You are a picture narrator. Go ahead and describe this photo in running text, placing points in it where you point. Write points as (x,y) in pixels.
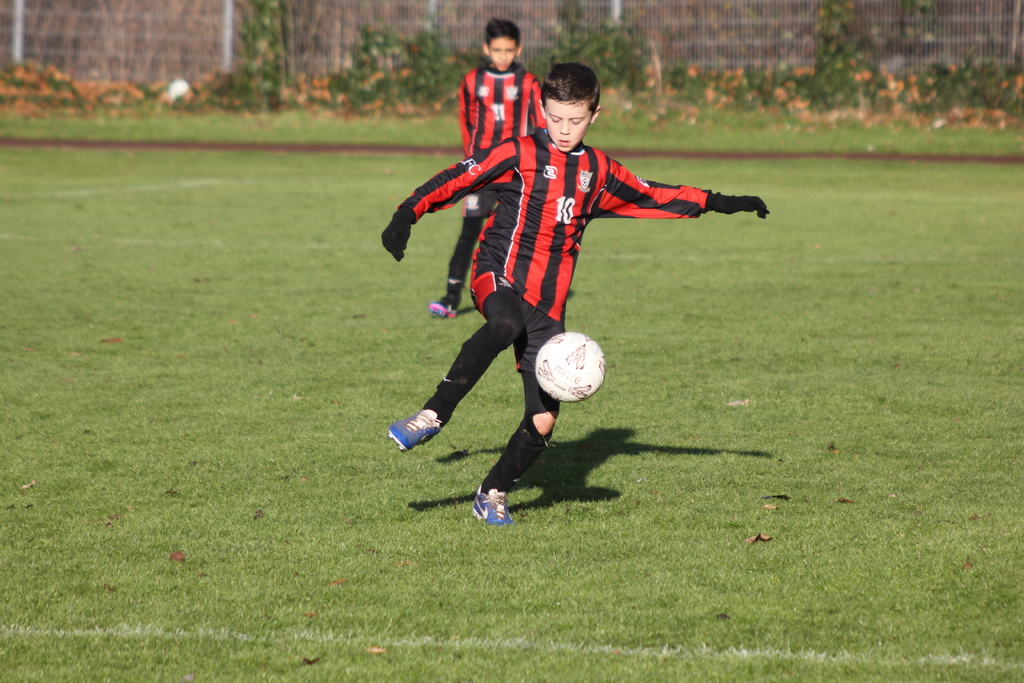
In this image I can see a boy (550,327) is standing. I can also see a football (596,375) in front of him. In the background (473,92) I can see one more person (496,82) and both of them are wearing red color of jersey (513,169).
